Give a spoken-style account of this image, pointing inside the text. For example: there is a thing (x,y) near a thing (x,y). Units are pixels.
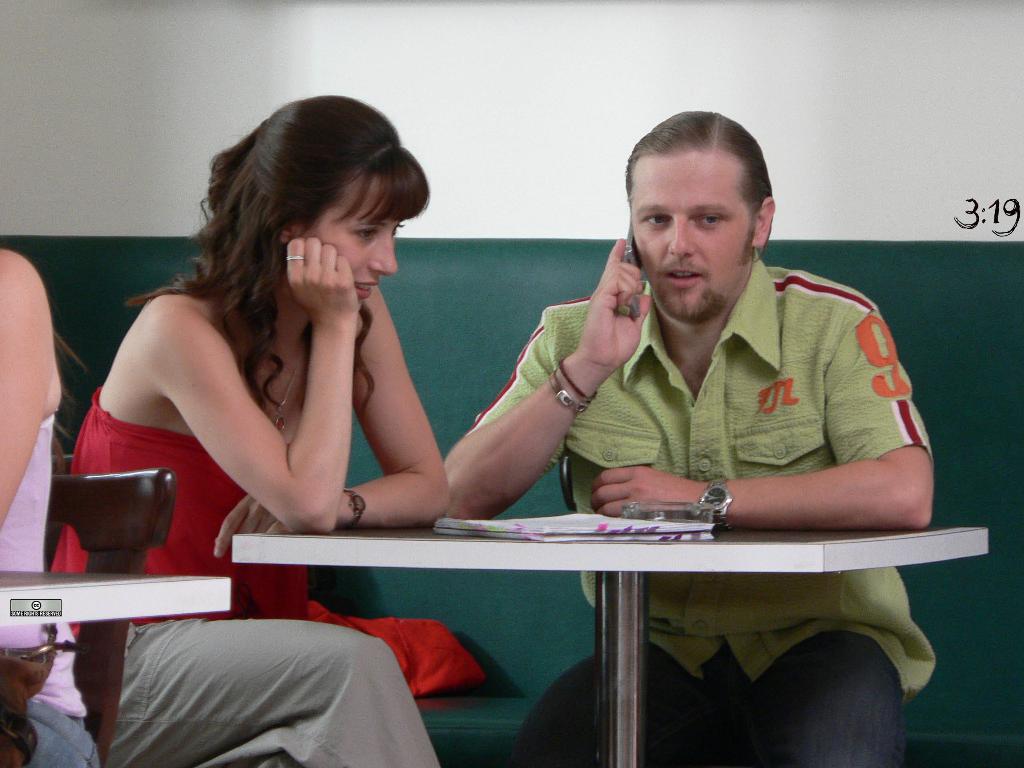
There are two people (218,504) sitting. This is a white table (603,557) with a book (570,539) on it. At background (918,300) this is a green color wall (928,276). I can see a red color object (449,651) on it.
